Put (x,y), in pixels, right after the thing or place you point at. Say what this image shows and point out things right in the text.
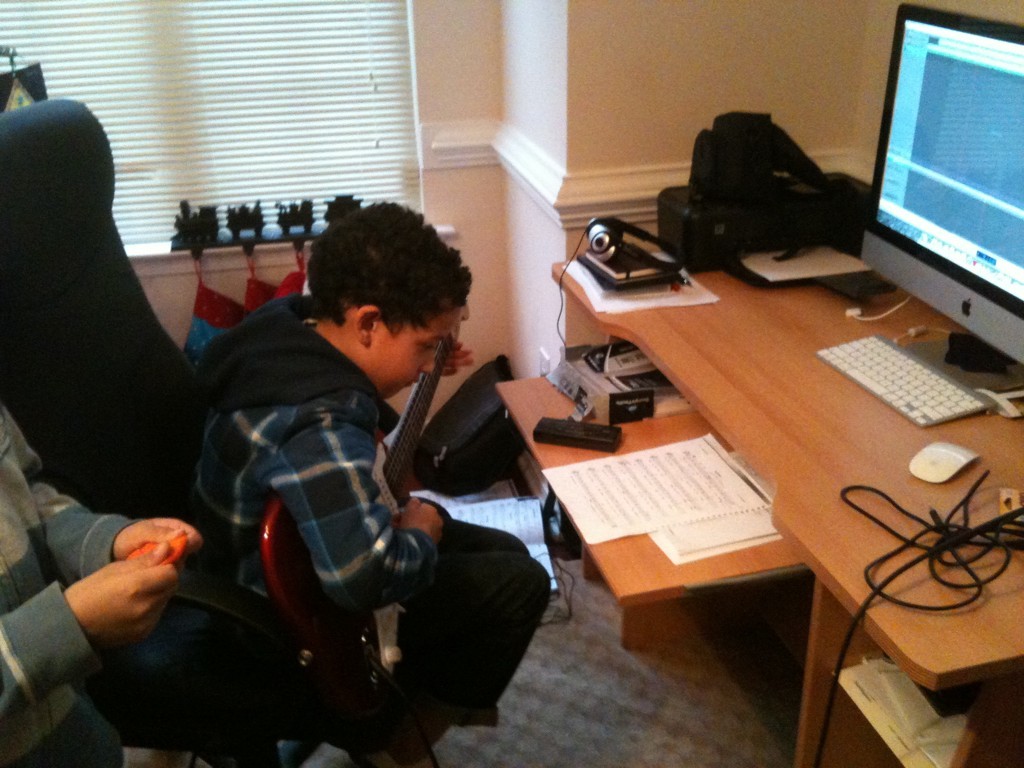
This boy (319,421) is sitting on a chair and playing guitar (376,633). On this table (686,324) there are papers (674,504), keyboard (930,380), mouse (926,475), monitor (1021,196), cable (1023,531) and things (757,227). This is window (338,106).
